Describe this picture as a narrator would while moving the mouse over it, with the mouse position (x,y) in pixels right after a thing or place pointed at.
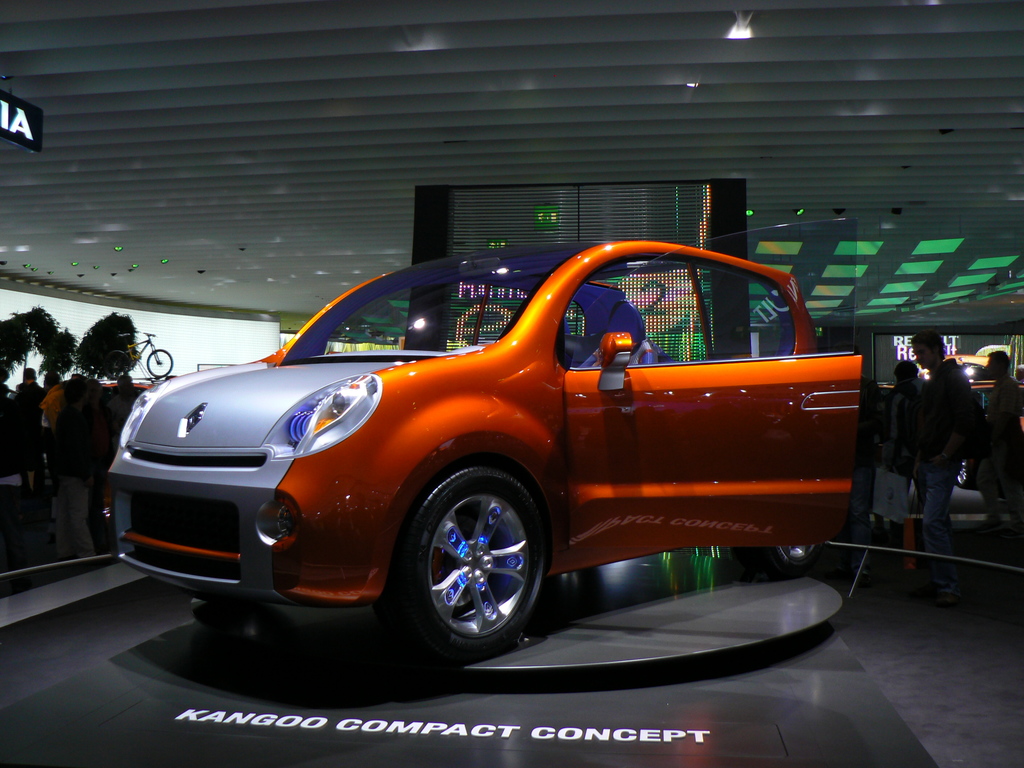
In this picture we can see a car (589,456), in the background (1008,428) we can find few people (918,346) and lights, and also we can see a bicycle (137,354).
